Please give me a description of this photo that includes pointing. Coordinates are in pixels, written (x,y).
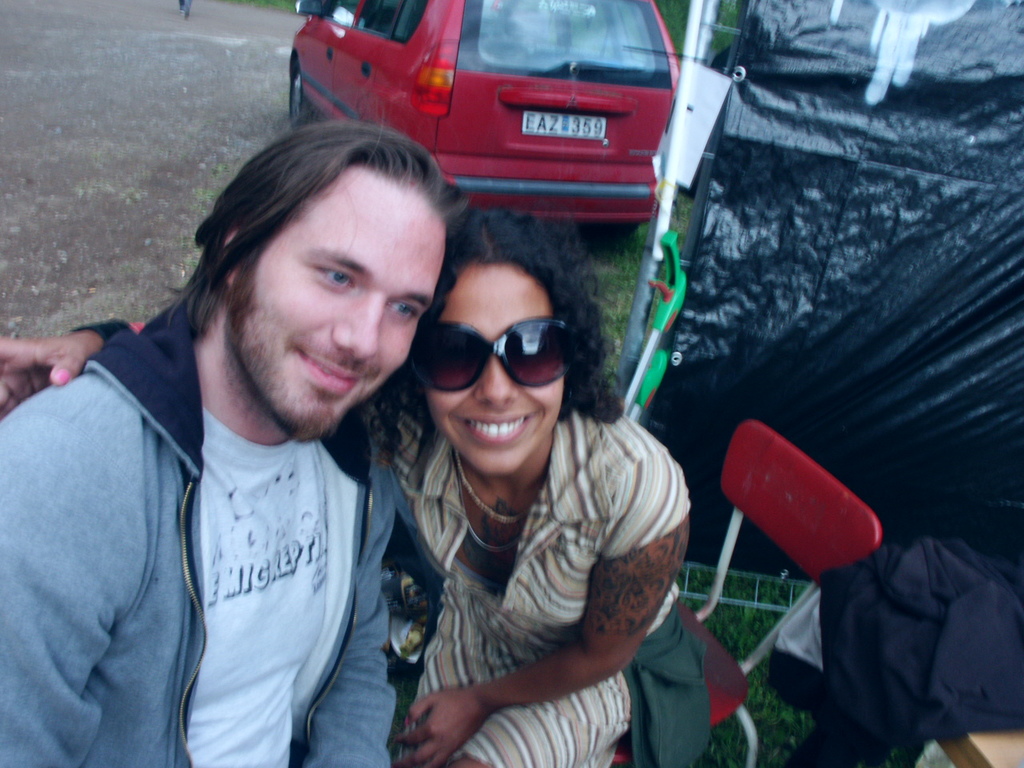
In this picture there is a man (201,491) who is wearing jacket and t-shirt (268,624). Besides him there is a woman (639,566) who is wearing goggles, locket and white dress (514,659). She is sitting on the red chair (752,665). Both of them are smiling. On the right (786,267) I can see the black plastic cover (906,203). At the top (536,88) there is a red car (523,88) which is near to the road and fencing (669,205). In the background (602,296) I can see the green grass (689,204).
